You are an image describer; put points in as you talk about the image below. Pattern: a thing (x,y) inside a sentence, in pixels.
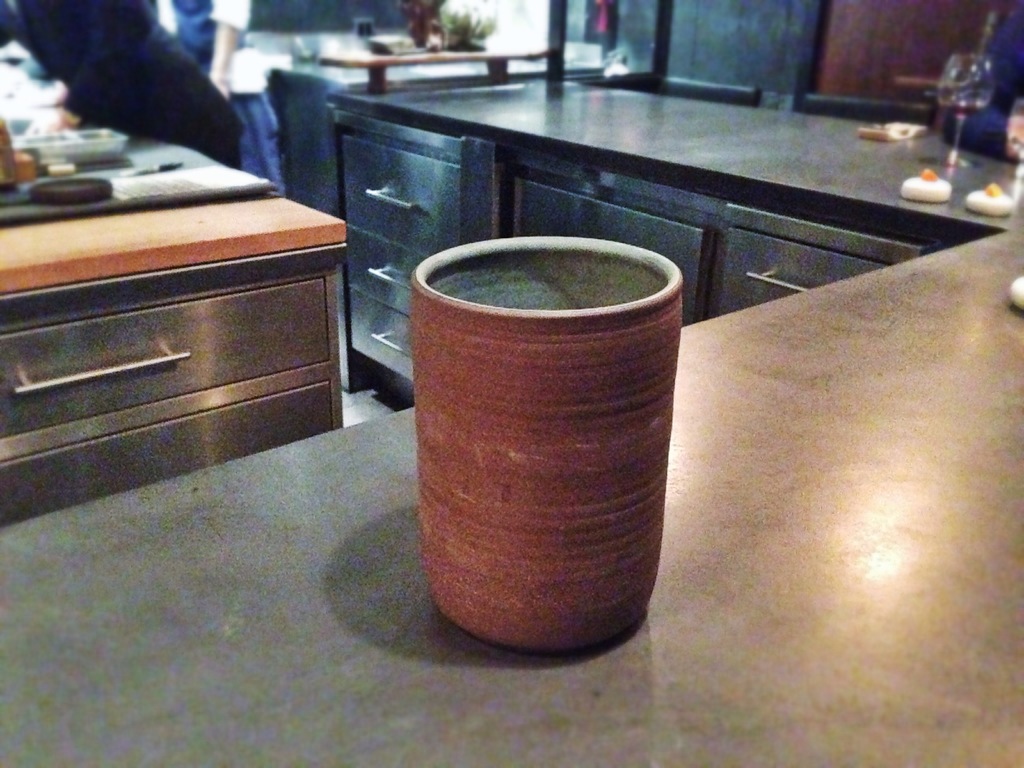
In this image we can see platform (725,312) with drawers (431,145). On the platform (483,193) there is glass (953,102), cup (521,460) and some other items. Also we can see another platform (80,275) with drawer (112,382). On that there are some items (132,199). In the back (183,55) there are two persons (243,114).
